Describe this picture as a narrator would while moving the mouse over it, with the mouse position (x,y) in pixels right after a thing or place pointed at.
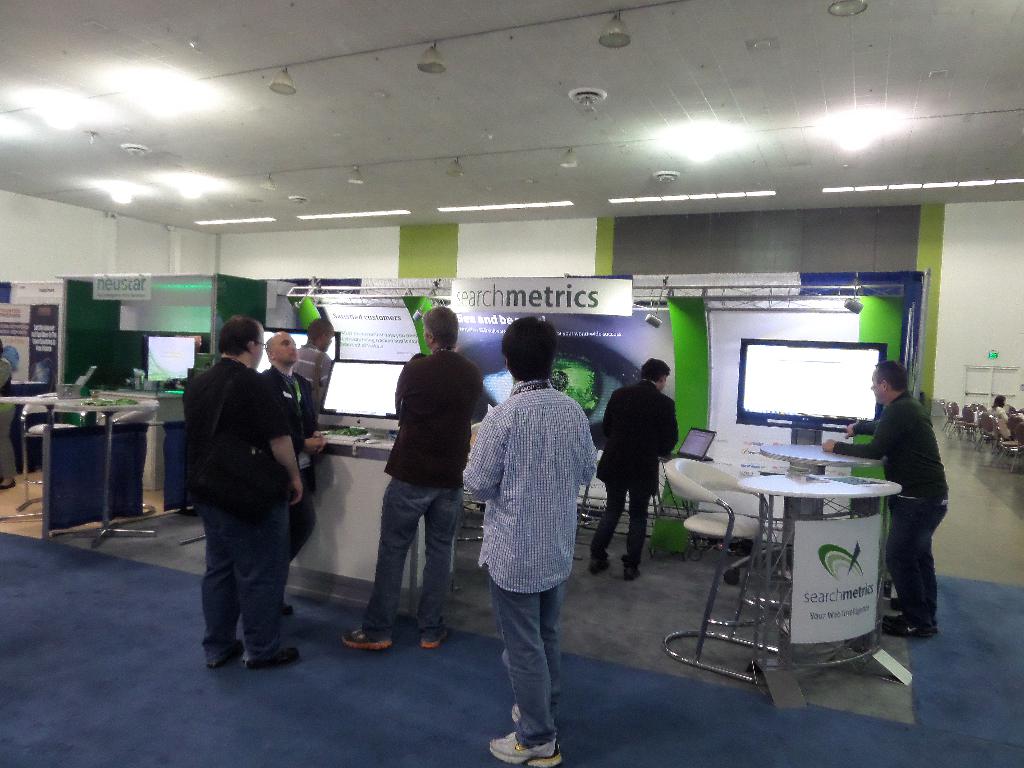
In this image there are a few people (422,451) standing in front of stalls (115,371), on the stalls (116,354) there are banners (47,338) and name boards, in front of the stalls (127,333) there are banners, tables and chairs (706,494), on the tables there are laptops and computers (352,415), on the right side of the image (997,434) there is a woman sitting in chair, beside the women (991,410) there are empty chairs (983,426), beside the chairs (985,427) there is a door (982,388), on top of the door (991,372) there is an exit sign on the wall (964,362), behind the stalls (418,333) there is a wall (370,240), on top of the roof (181,212) there are lamps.
